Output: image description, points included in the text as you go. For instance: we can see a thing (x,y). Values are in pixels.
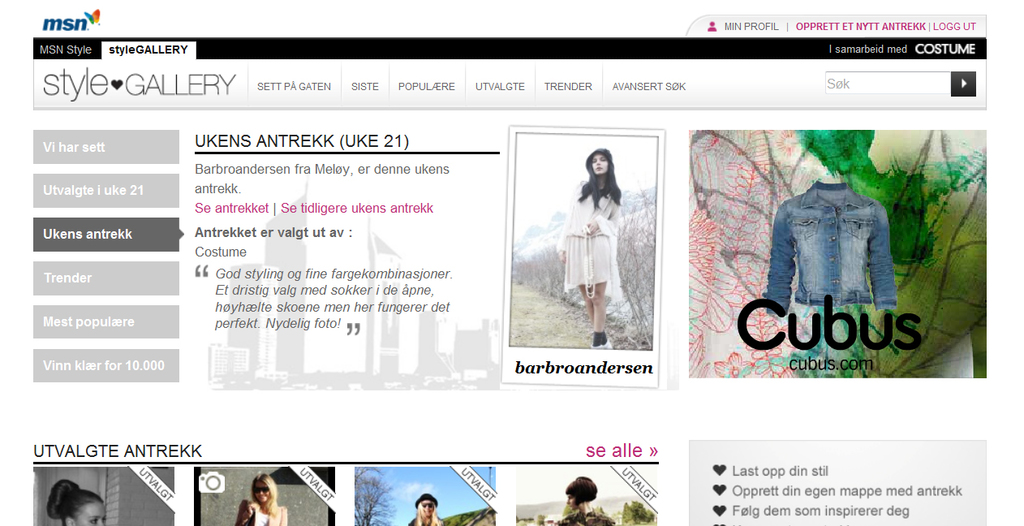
Here in this picture we can see a web page (597,133) and in that we can see pictures (736,335) and text (70,449) present.
